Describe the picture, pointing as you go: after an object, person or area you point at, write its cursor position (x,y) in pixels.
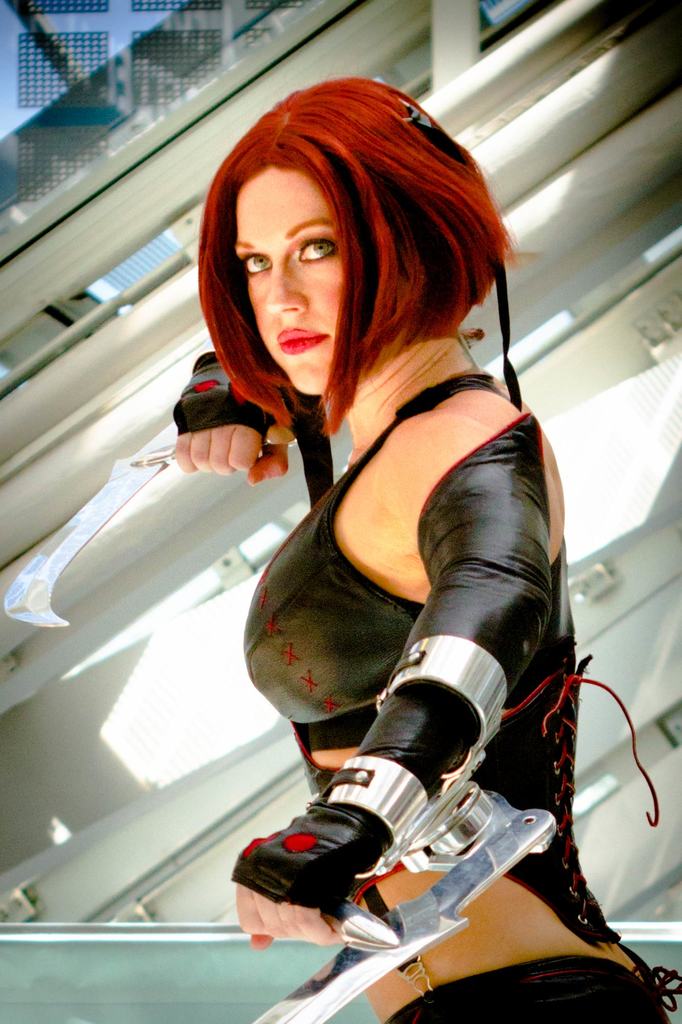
In the middle of the image (263,429) a woman (268,262) is standing and holding knives (306,1011). Behind her there is wall (614,24).
